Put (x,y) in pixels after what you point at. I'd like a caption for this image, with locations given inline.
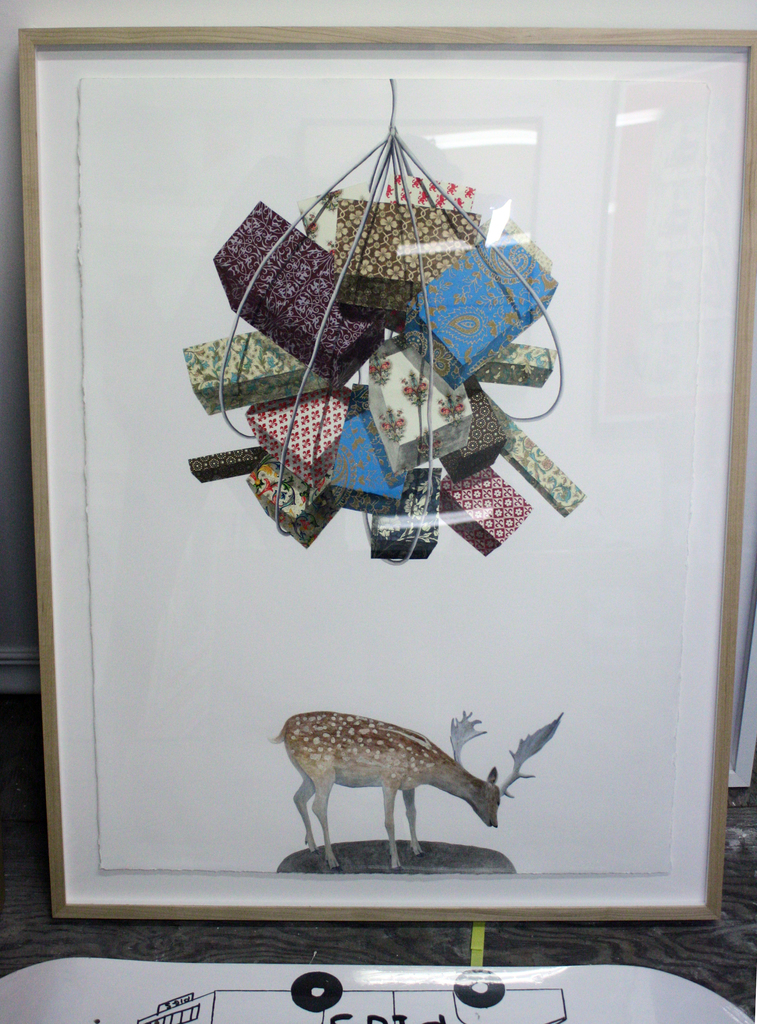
In this picture we can see the photo frame (326,570) of a deer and some objects (342,278). Behind the photo frame (137,149), it looks like a wall (10,150). In front of the photo frame (428,910) there is an object (414,1003).
